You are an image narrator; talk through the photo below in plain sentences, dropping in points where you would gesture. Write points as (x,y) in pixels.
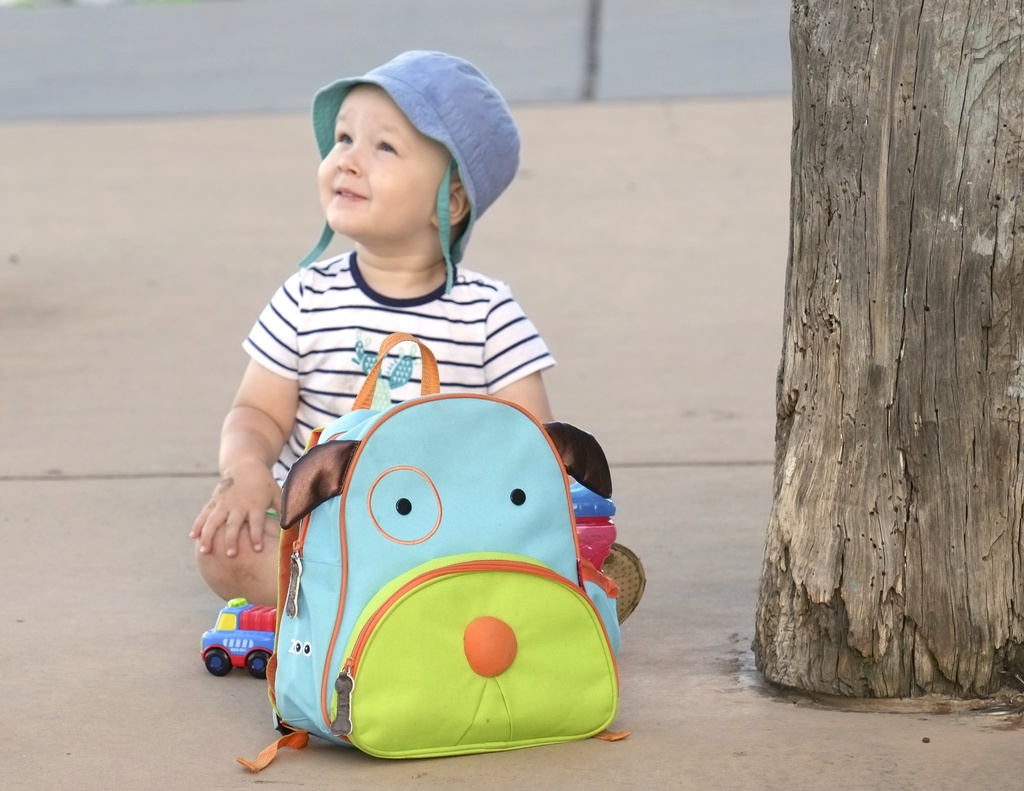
This picture consists of a boy (380,382) sitting in the center (432,308) on the floor (694,668). In the front of the boy (465,111) there is a bag (409,583) and the toy (245,619). At the right side (924,303) there is a tree (901,328). In the background (309,26) there is a road (230,57). The boy (401,281) is wearing a blue colour hat (461,129).
